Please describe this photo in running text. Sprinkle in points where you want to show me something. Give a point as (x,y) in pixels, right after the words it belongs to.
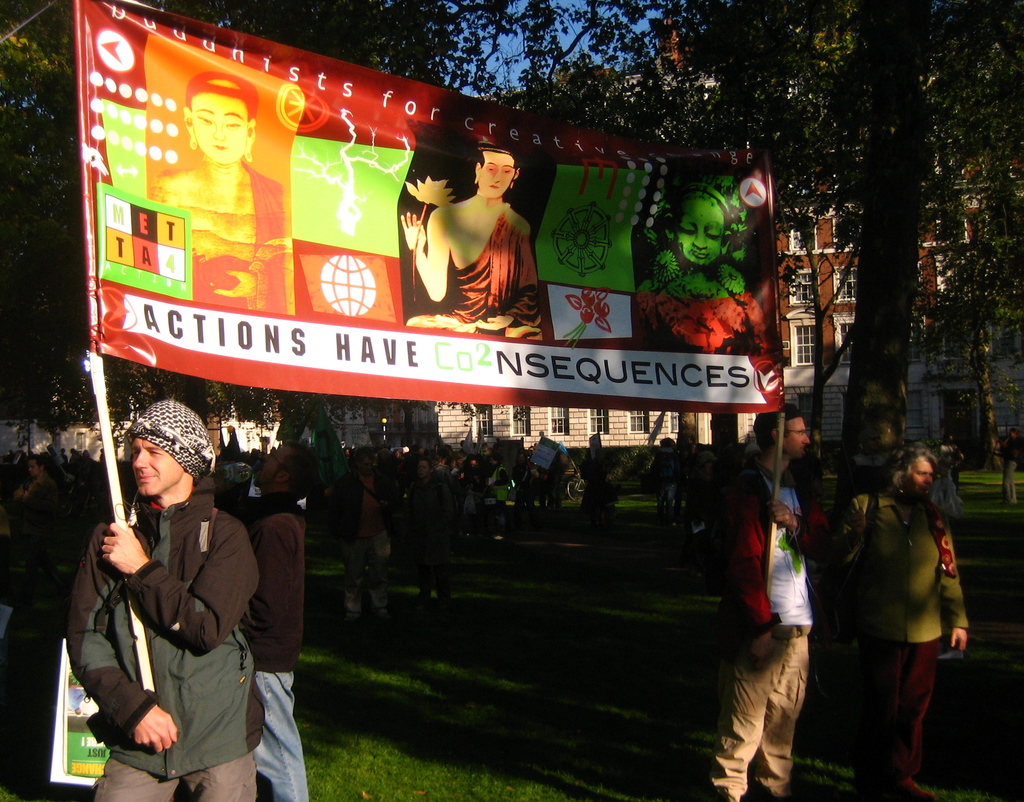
Here in this picture we can see some people (495,501) standing on the ground (509,540), which is fully covered with grass (515,680) and in the front (122,244) we can see two men (235,577) are holding banner (306,116) with sticks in their hand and we can also see some people (766,706) are carrying bags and we can also see plants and trees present and in the far we can see building (579,425) with number of windows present and we can see the sky (524,60) is clear.
